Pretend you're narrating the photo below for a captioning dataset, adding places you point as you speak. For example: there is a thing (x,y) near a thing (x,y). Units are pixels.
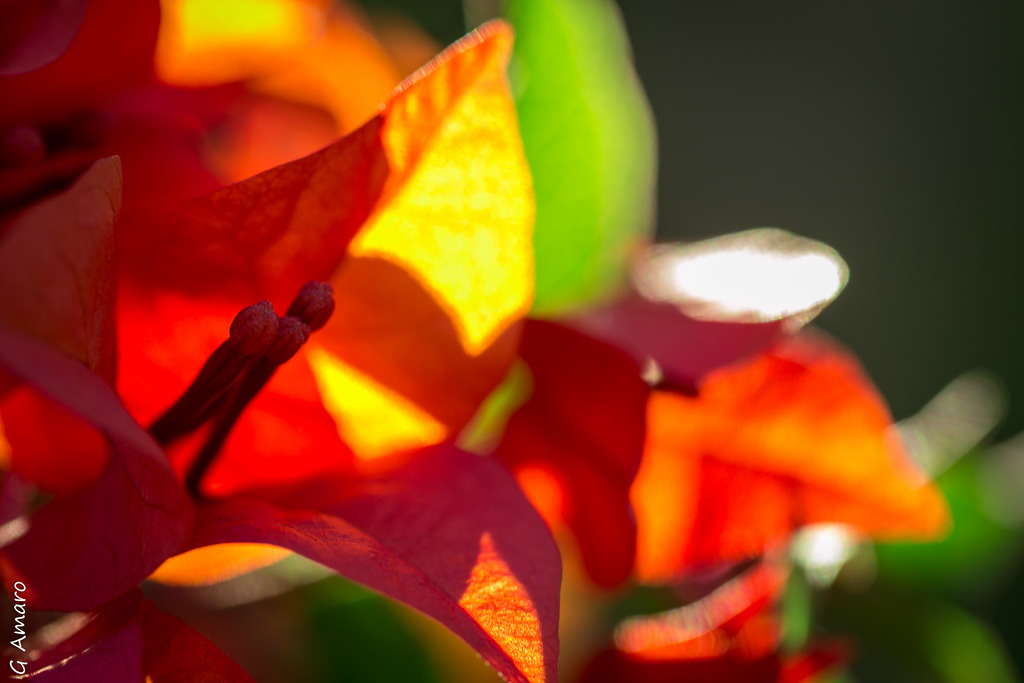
In this picture I can see leaves (387,545) and I can see text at the bottom left corner of the picture (20,628).
